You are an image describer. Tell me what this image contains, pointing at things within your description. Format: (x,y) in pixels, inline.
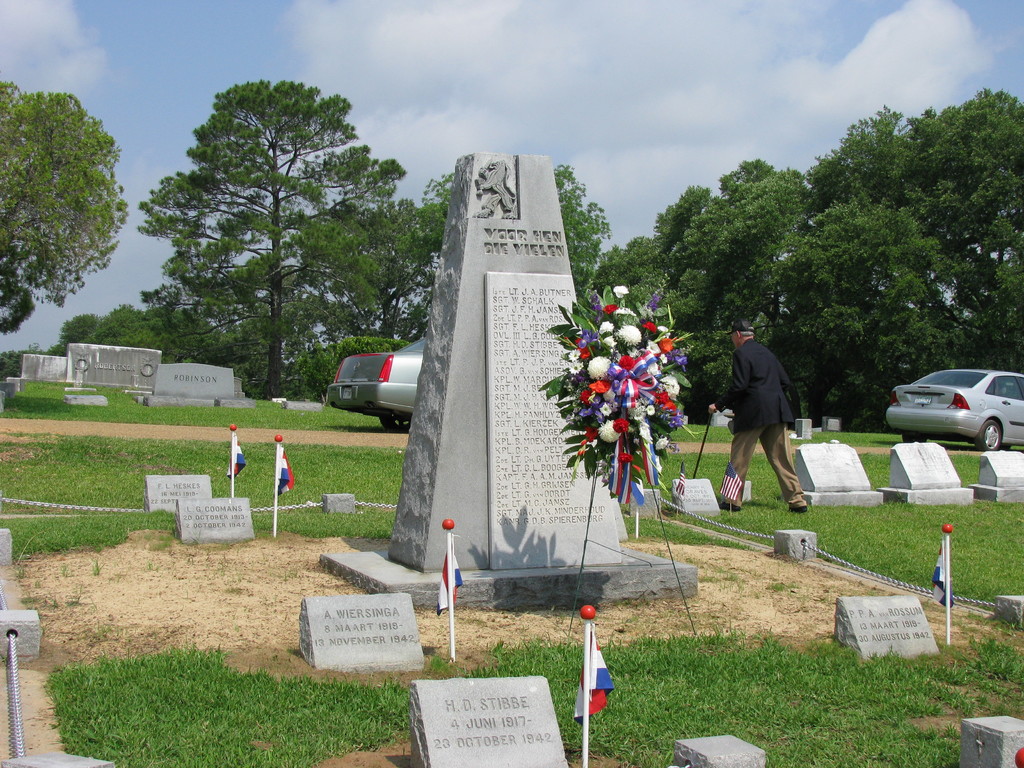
In this image I can see few monuments (455,263), flags (596,690), trees (778,200) and vehicles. One person (779,408) is walking and holding a sticks (697,467). The sky (646,132) is in white and blue color.
